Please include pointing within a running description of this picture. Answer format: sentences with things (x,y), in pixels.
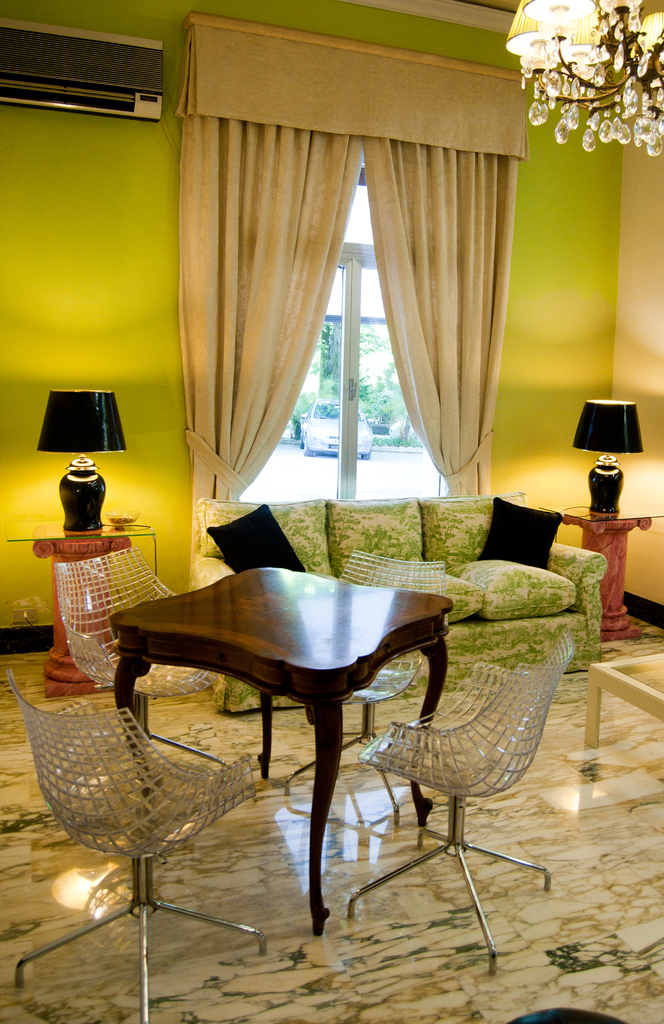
In this picture we can see a table (242,618), chairs (194,685), sofa (357,580) with pillows (260,546) on it, lamps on stands (75,541), window (383,480) with curtains (293,270), chandelier (628,3), AC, green wall (598,242) and from window (335,462) we can see a car (317,424) on the ground (394,472), trees (322,378).
